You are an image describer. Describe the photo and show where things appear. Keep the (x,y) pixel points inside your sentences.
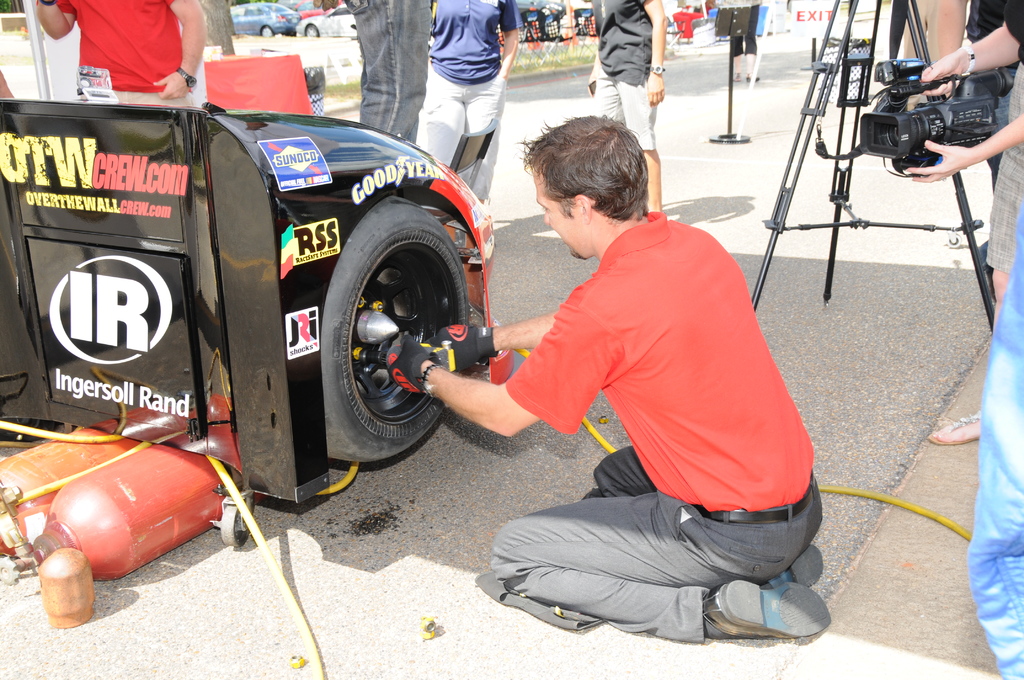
In the picture we can see a part of the car (384,385) with a wheel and the car (478,371) is black in color and to it we can see some advertisement symbols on it and a man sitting on knees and repairing to the wheels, he is with gloves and red T-shirt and behind it we can see a person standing on the path (450,521) and holding a camera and behind him we can see a tripod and in the background (111,52) we can see some people (108,36) are standing and behind them we can see some cars (240,22) are parked.
